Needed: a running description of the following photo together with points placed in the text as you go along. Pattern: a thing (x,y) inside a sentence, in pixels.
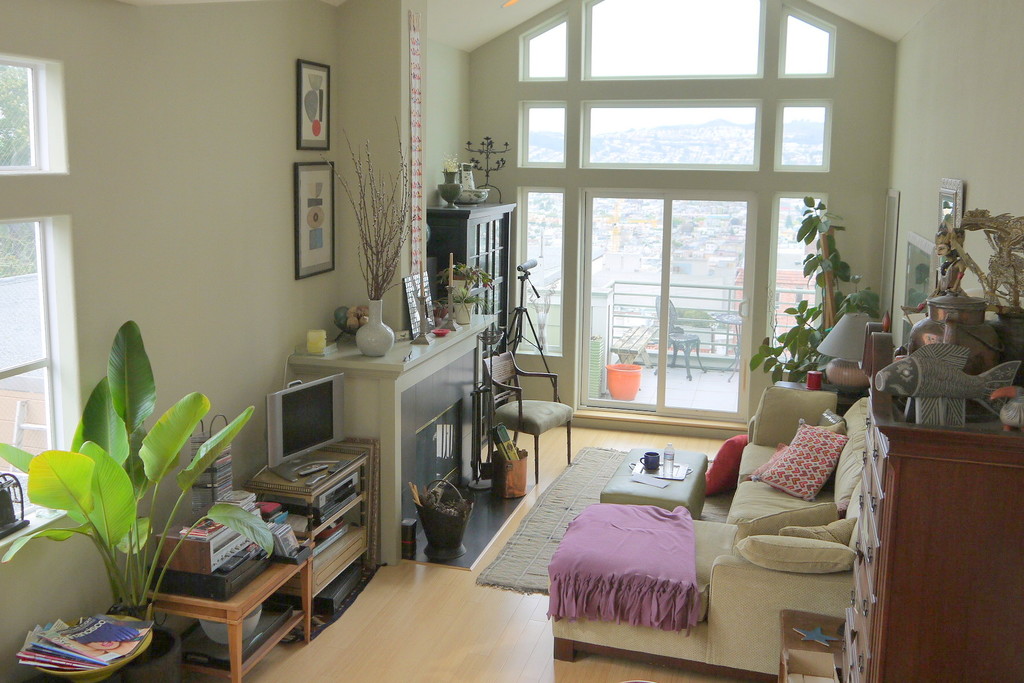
In this image I can see a sofa (780,601) and few cushions (760,524) on it, I can also see few tables (253,604) and few plants (200,419). On this wall (295,92) I can see few frames (305,266). Here I can a television (326,382), a lamp (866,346) and a chair (541,430).
